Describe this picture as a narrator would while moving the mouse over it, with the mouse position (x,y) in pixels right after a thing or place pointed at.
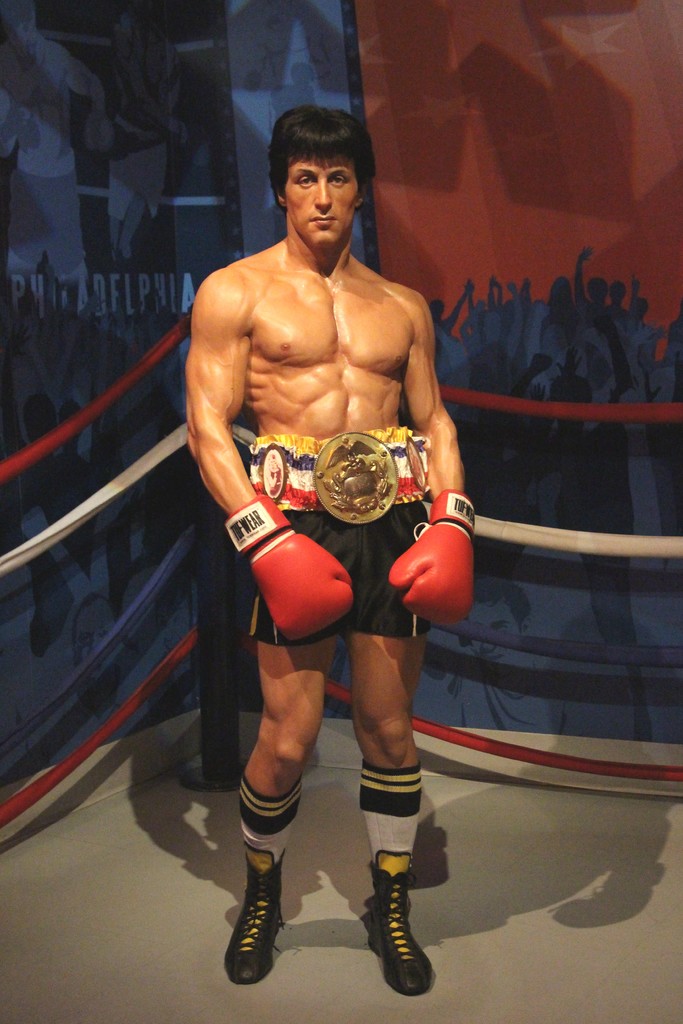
In this image in the center (310,598) there is a man (318,592) standing and behind the man (254,461) there is a railing (600,548) and in the background (86,173) there are boards (118,241) with some text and images (591,325) on it.
